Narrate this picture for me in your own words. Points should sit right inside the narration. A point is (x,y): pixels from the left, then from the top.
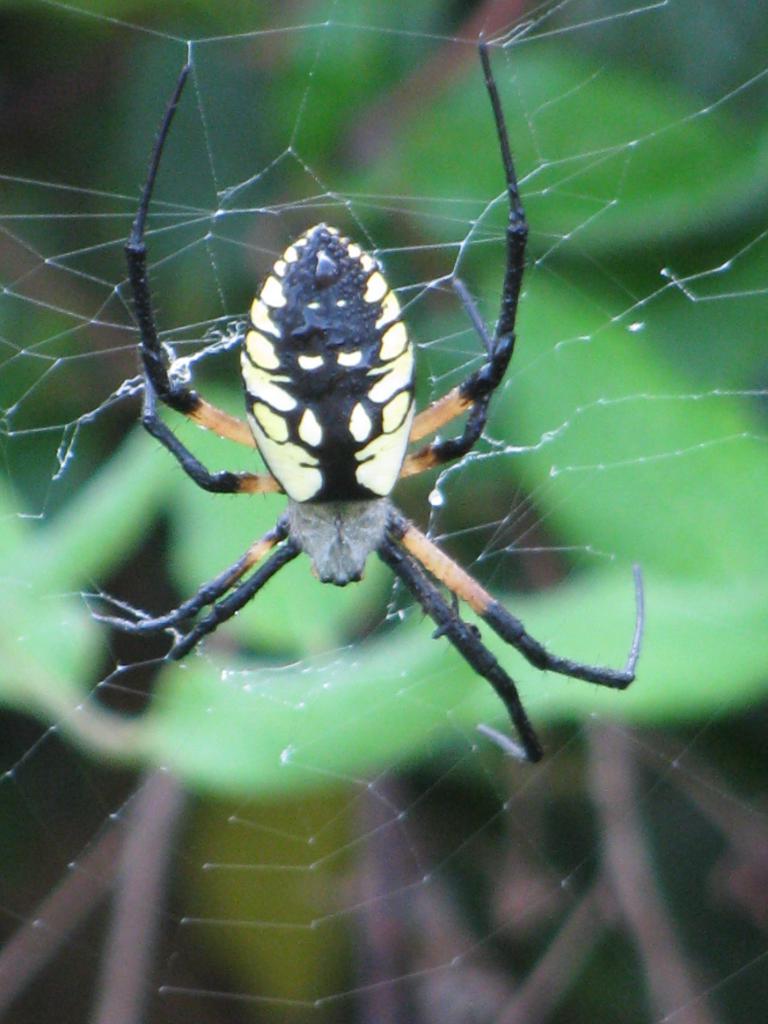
In this picture we can see a spider (177,650), which is of black and white in color and it is on a spider web (203,41).
